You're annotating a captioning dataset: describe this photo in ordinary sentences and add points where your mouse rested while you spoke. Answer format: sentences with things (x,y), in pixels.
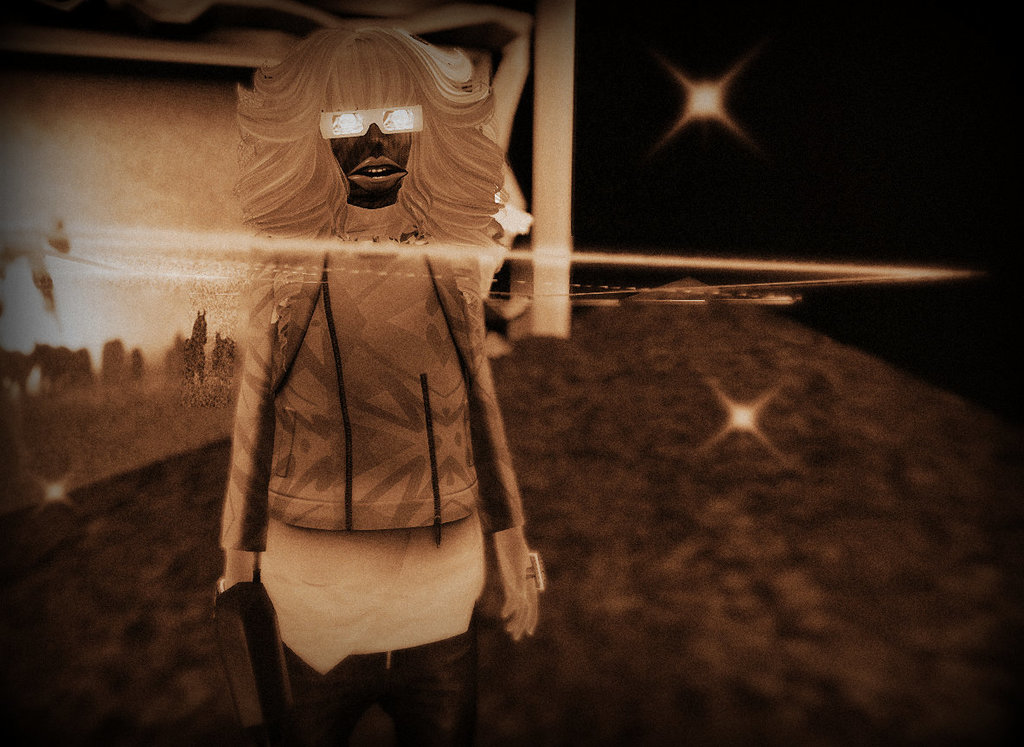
In the picture we can see a animated image of a woman (261,460) standing and behind her we can see a wall (23,165) and beside it we can see two stars (695,117) which are shining in the dark.
